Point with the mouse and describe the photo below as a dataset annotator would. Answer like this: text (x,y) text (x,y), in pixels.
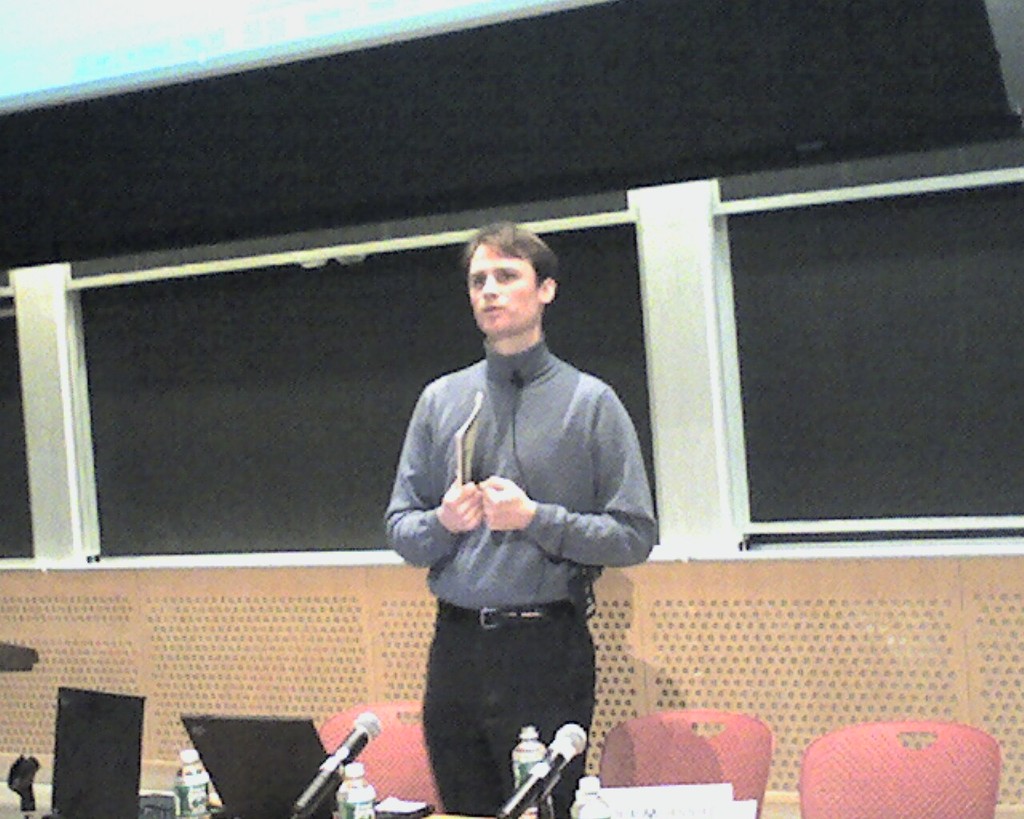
In this image I can see the person (437,526) standing and wearing the black and grey color dress (532,548). He is standing in-front of the table (429,817). On the table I can see the laptops (214,763), bottles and also mics (558,741). To the side there are chairs (852,770). In the back (238,165) I can see the wall (638,585).
